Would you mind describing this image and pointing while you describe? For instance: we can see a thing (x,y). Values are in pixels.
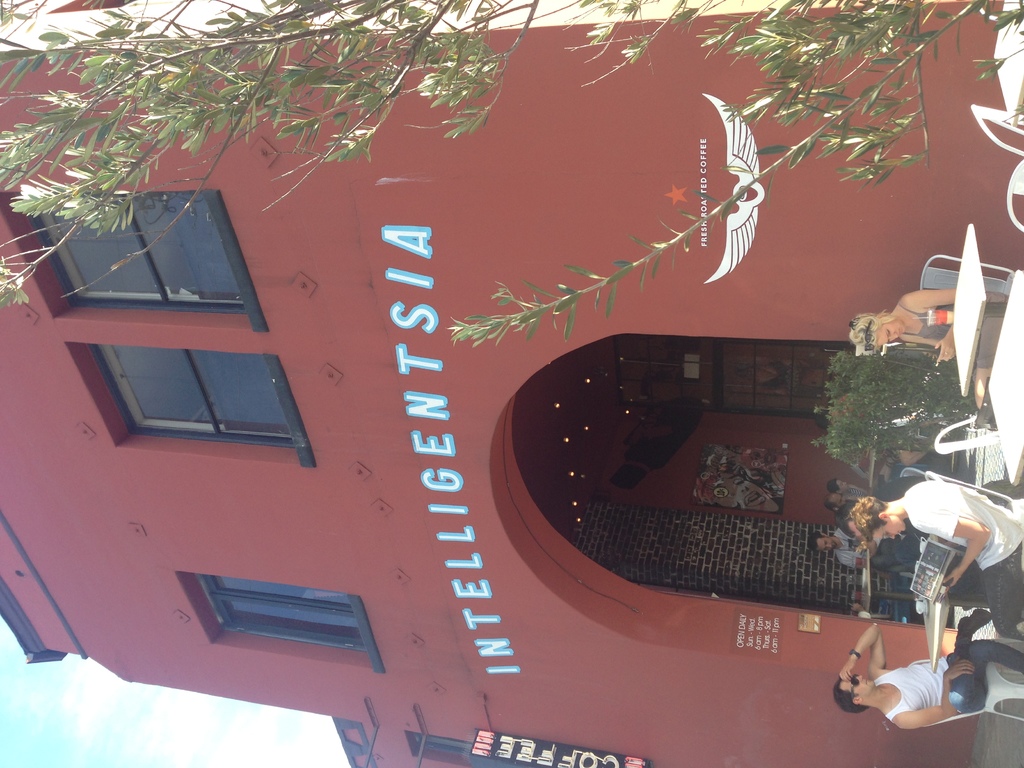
In this image we can see red color building (372,459) and there are some group of persons (988,573) sitting on chairs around the tables (925,611) and there is a tree (59,97) on right side of the image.
